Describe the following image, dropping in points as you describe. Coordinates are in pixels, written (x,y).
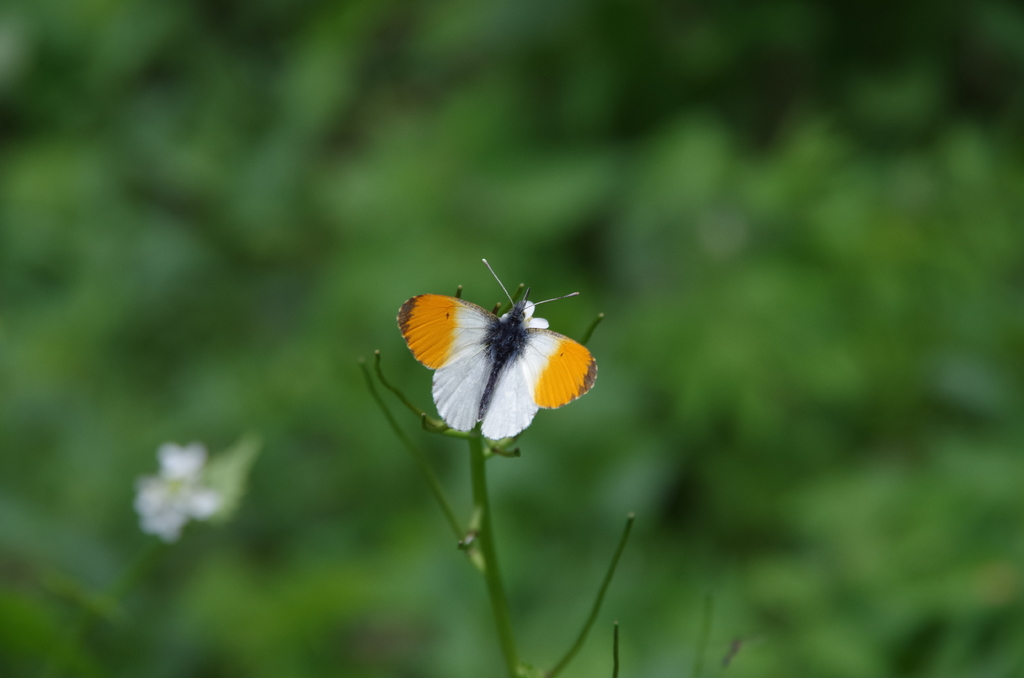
In this image we can see a butterfly (477,414) on the plant (469,552). The background of the image (440,550) is blur.
